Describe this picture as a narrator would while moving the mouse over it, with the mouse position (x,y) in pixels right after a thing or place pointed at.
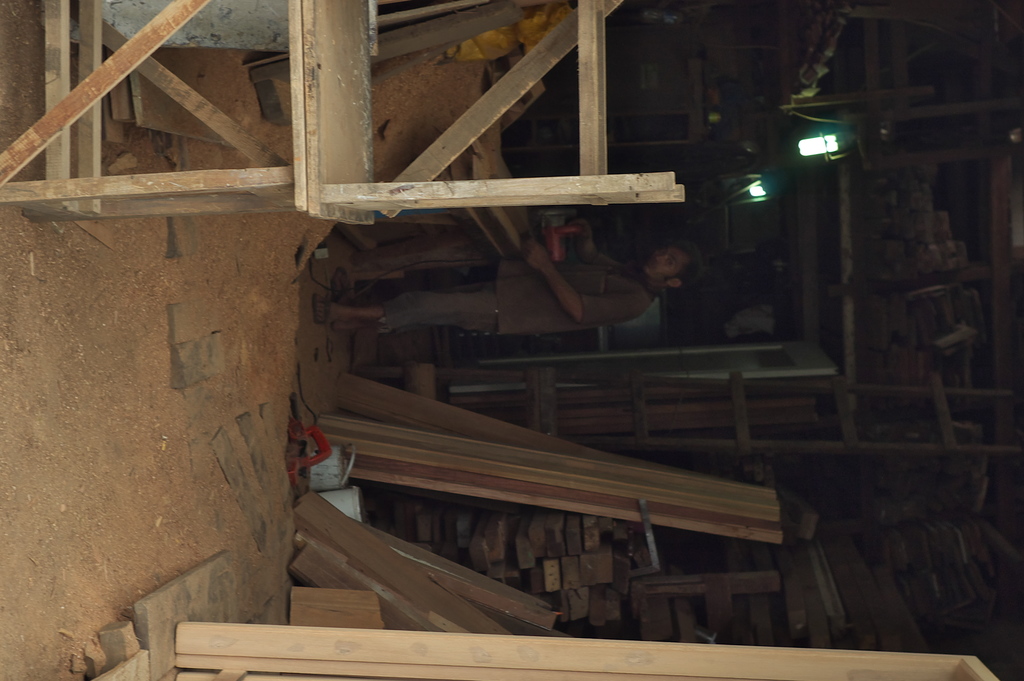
This picture shows couple of tables (323,196) and we see a man (494,311) cutting wood (511,233) with the machine (558,237) and we see lights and pile of woods (743,491) in the shelf (639,560) and wooden planks (335,575) on the ground (16,556).
